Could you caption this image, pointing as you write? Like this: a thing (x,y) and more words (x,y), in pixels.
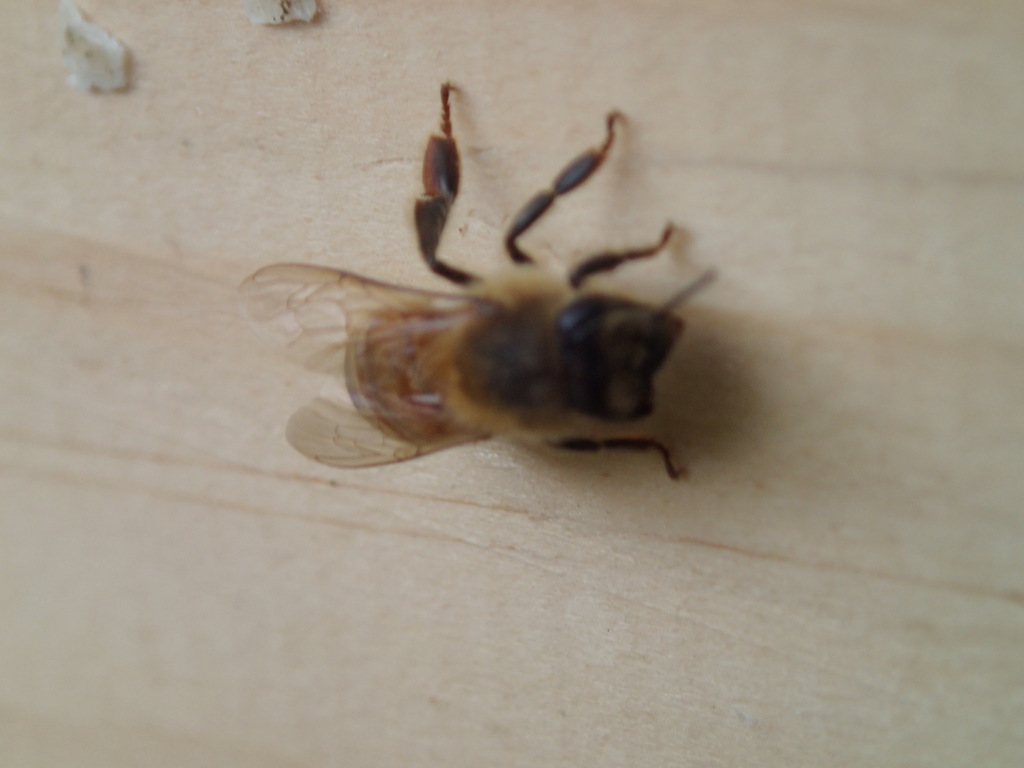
In this image we can see an insect (531,356) on the surface (268,536).
